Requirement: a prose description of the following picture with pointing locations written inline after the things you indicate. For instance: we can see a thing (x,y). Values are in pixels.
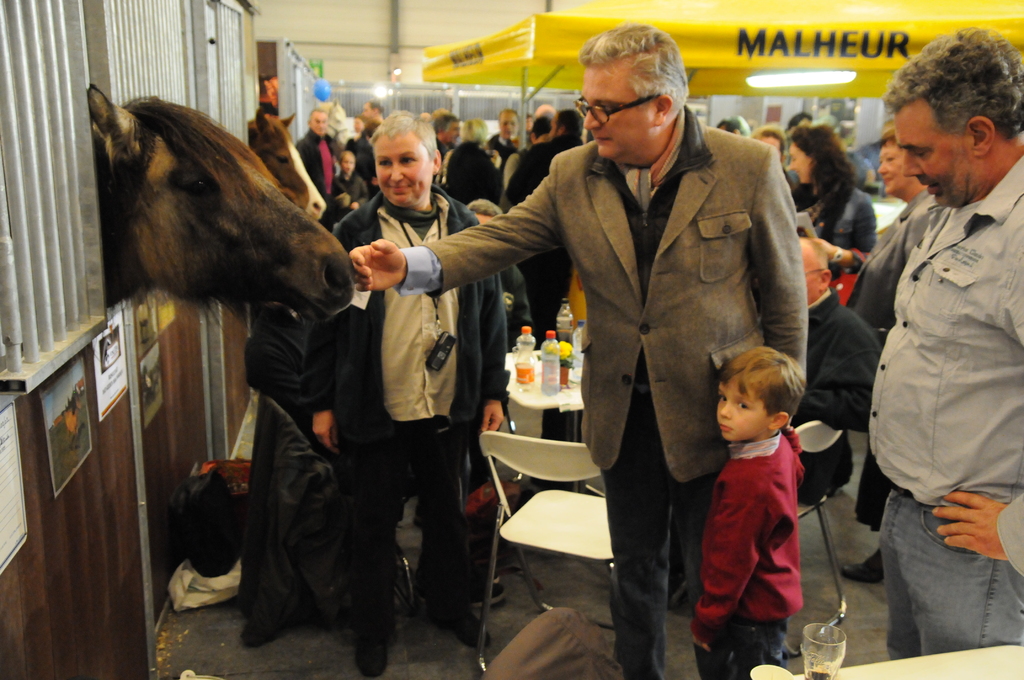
In this picture, we see two horses (226,214). This picture might be clicked in the stable (94,264). The man (682,444) in the blazer (610,258) is touching the horse (344,273) with his hand (359,253). Beside him, the boy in the red jacket (747,494) is standing. Beside him, the man (386,318) in black jacket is smiling. On the right side (878,437), we see a man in grey shirt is standing and he is looking at the boy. Behind them, we see the chairs (528,450) and a table (566,403) on which bottles (549,354) are placed. In the right bottom of the picture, we see a white table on which a glass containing liquid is placed. There are people (800,179) standing under the yellow tent (522,33). In the background (314,23), we see a white wall (446,35).
